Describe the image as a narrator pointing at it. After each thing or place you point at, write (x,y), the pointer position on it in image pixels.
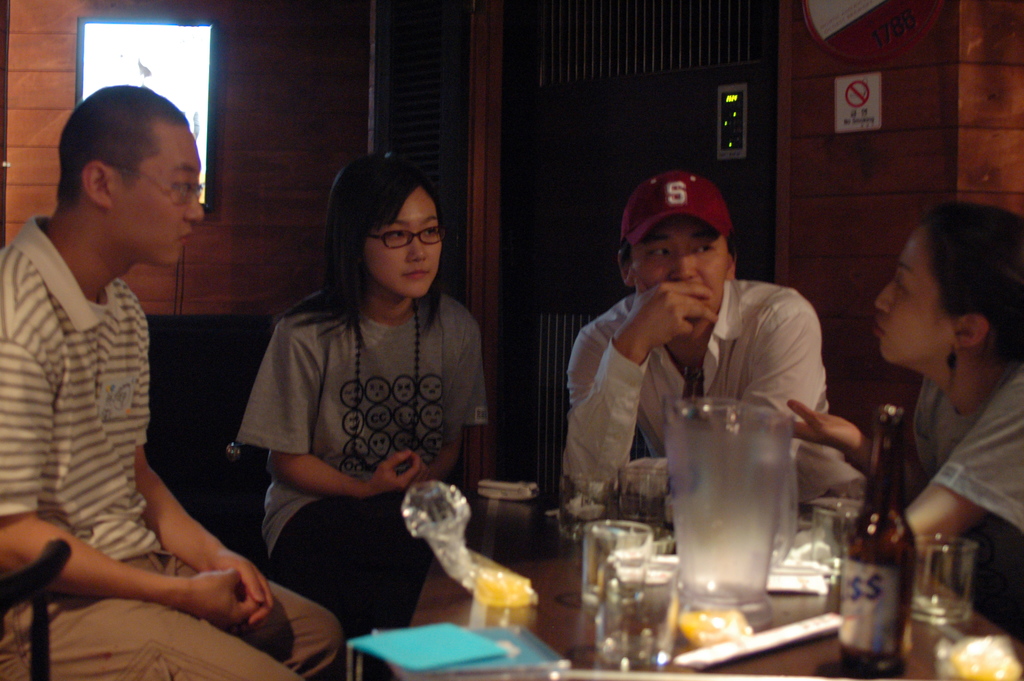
This picture is clicked inside. In the foreground (820,658) there is a table (826,653) on the top of which glasses (828,556) and some other items (855,578) are placed and we can see the group of people (121,508) sitting on the chairs (262,548). In the background (508,237) there is a wall (894,114), window (190,112) and some other items (598,36).
